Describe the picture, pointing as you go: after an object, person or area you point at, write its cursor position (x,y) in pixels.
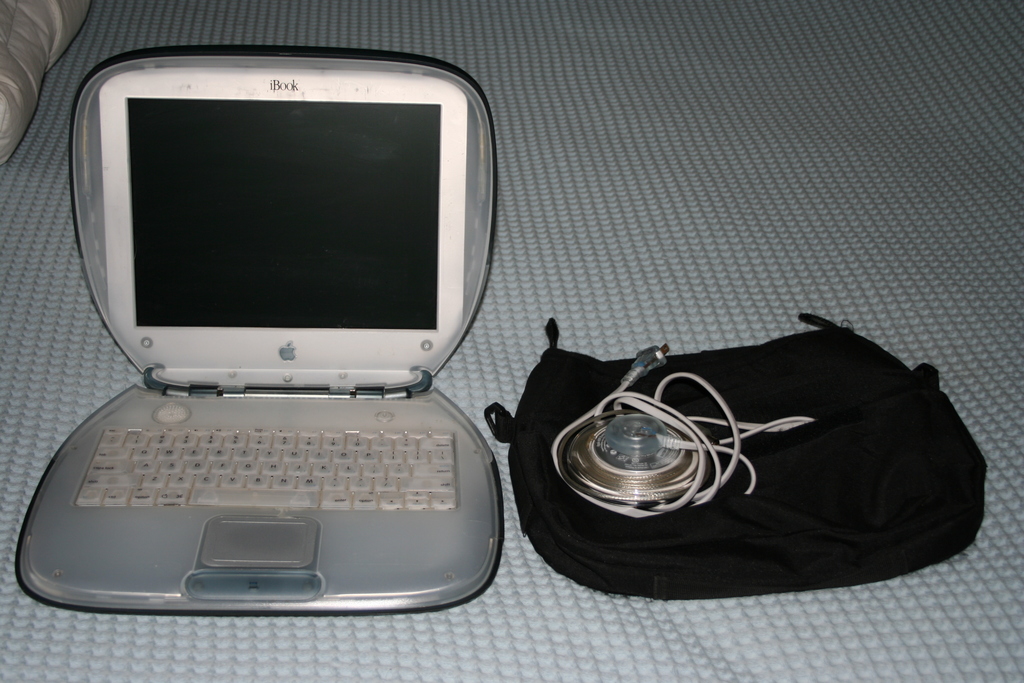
In this image I can see a laptop (345,412), wires (692,445) and some other objects (497,435) on a surface (508,401).
